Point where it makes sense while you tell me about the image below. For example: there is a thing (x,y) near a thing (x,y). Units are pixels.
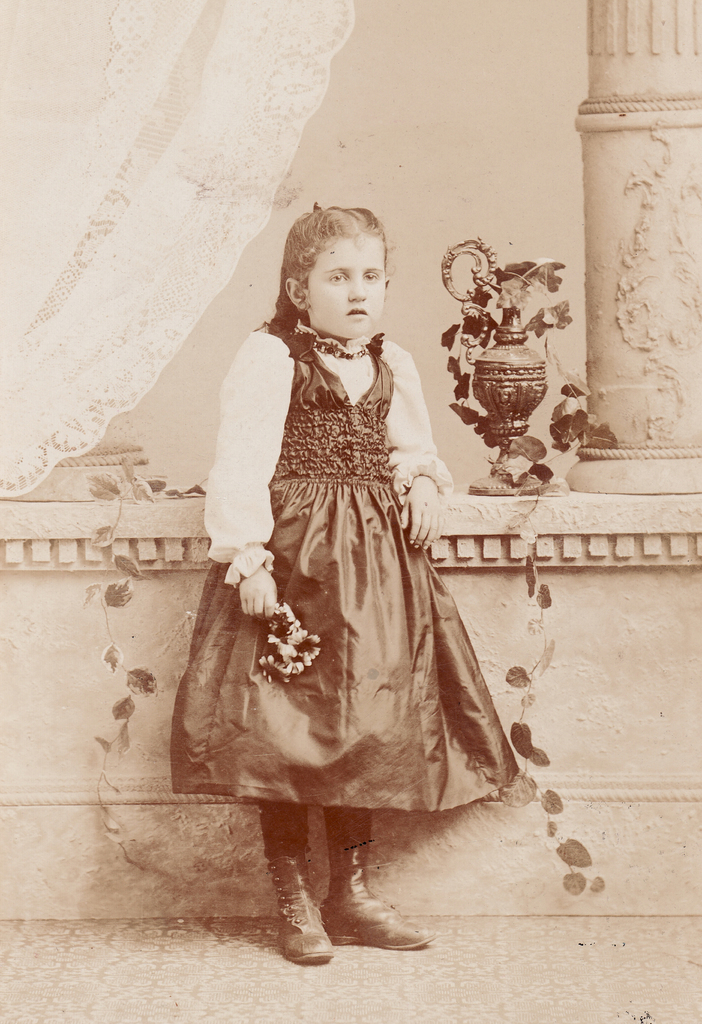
In this image, we can see a kid (407,397) wearing clothes (351,577) and standing in front of the wall (473,616). There is a pillar (626,460) in the top right of the image (664,125). There is a curtains (92,216) in the top left of the image (97,222). There is a jar (507,389) in the middle of the image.
